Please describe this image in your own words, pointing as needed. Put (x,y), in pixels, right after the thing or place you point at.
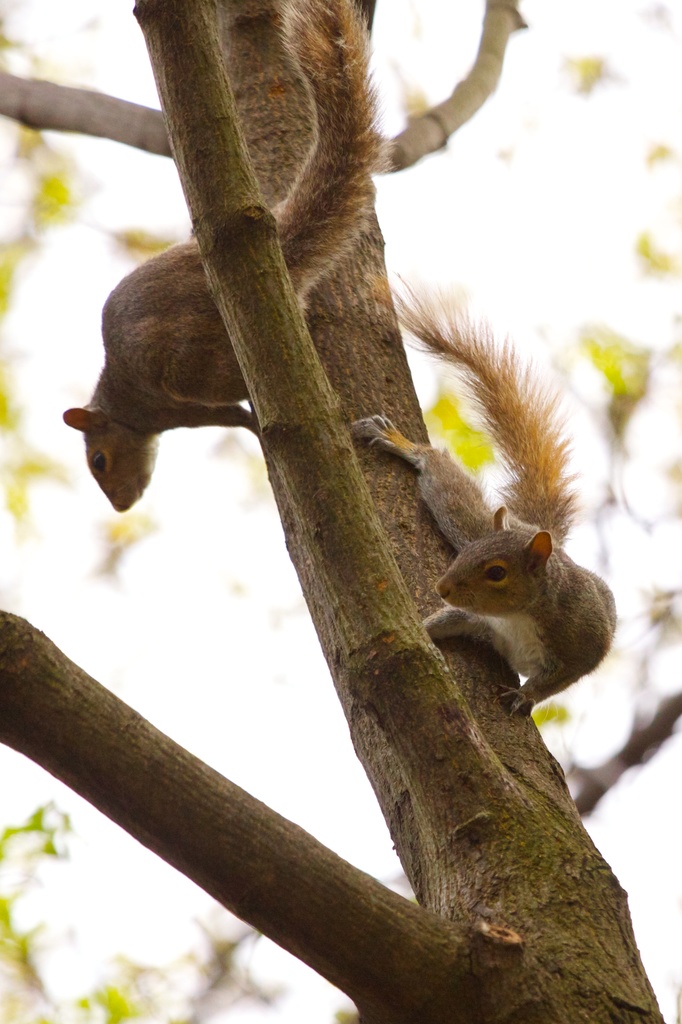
In this image we can see there are two squirrels (547,528) on a trunk (582,1007) of a tree (574,1009) and the background (674,798) is blurred.
